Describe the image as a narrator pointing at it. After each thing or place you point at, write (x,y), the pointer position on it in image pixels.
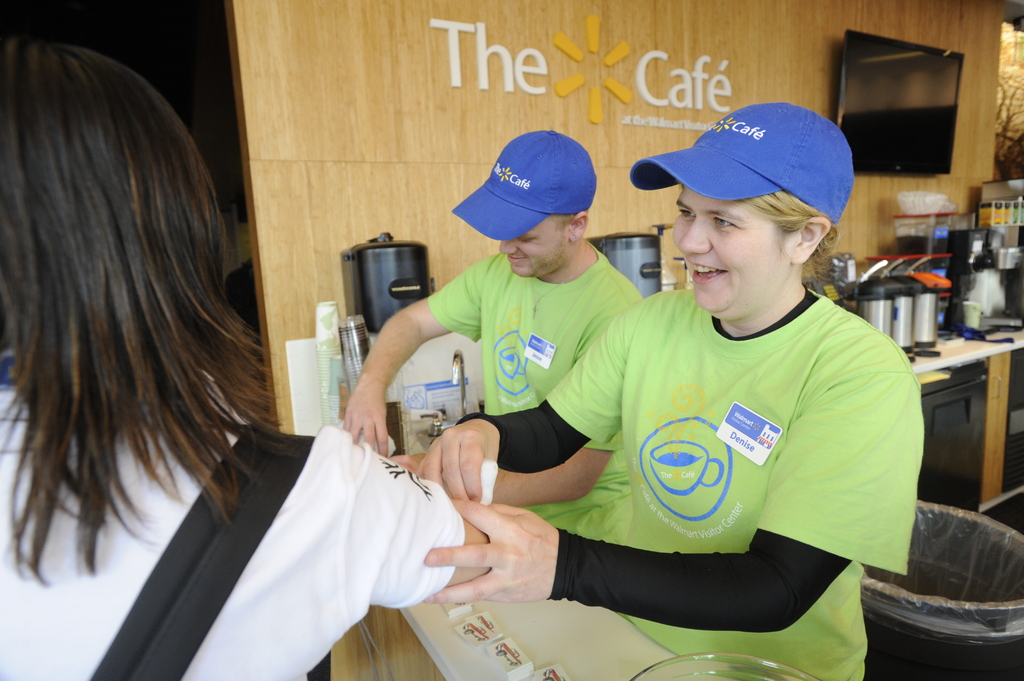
In this image I can see three persons (476,413) where one is wearing white colour dress (348,496) and two are wearing green colour t shirts (604,359) and blue caps (554,209). I can also see these two are holding white colour things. In the background (382,271) I can see number of utensils (396,288), a dustbin (924,528) and many more other stuffs (1013,264). I can also see few glasses (317,323) on the both sides of the image. On the top side of this image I can see a television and I can also see something is written on the wall (293,43).
